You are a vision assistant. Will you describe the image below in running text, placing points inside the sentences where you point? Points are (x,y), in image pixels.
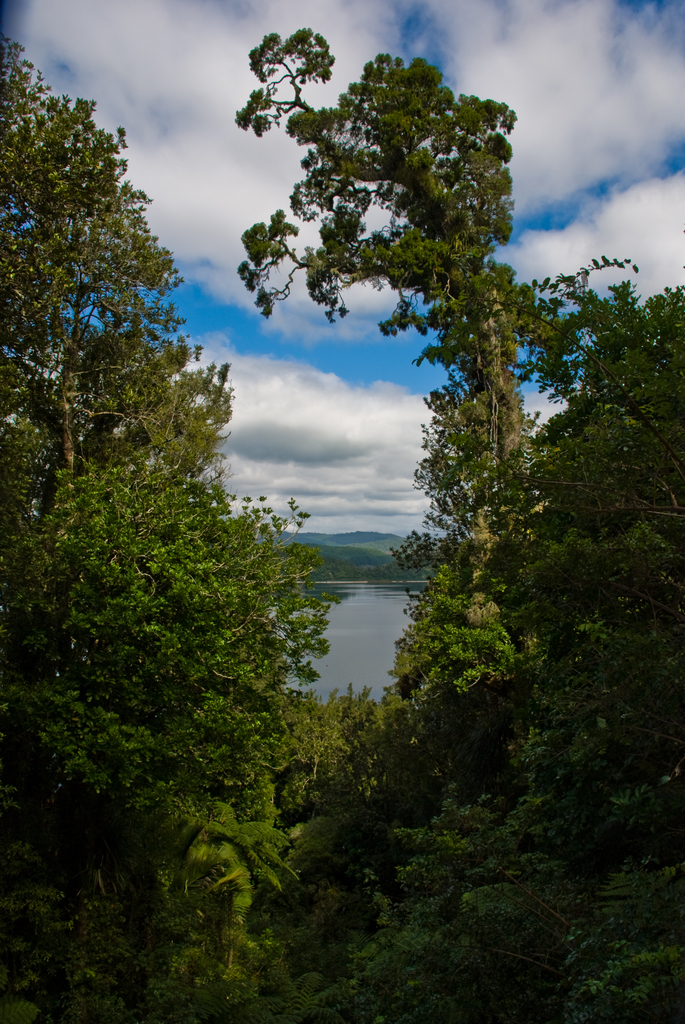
In this picture we can see some green plants (594,509) on the right (586,562) and left side of the image (131,527). We can see water (366,590). There is some greenery (364,549) visible in the background (360,551). Sky (366,489) is blue in color and cloudy.
